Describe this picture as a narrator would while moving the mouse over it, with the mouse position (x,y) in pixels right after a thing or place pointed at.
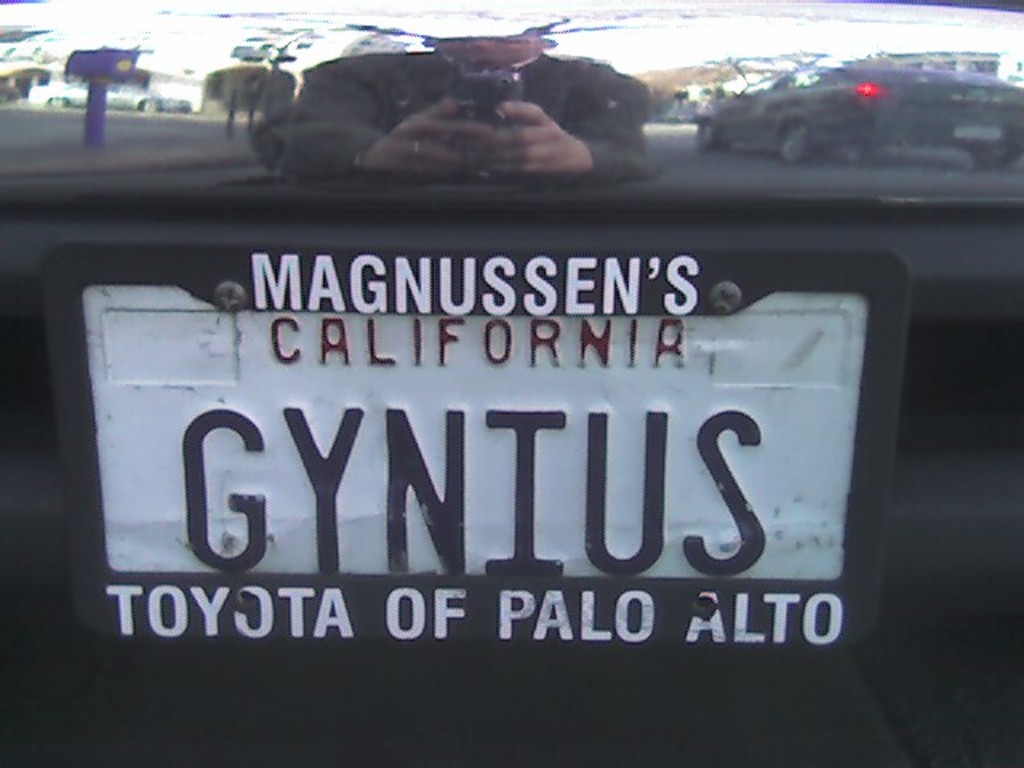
In this picture I can see the car number plate (578,498). In the car reflection (527,168) I can see the man (499,159) who is holding a mobile phone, road (883,184), vehicles (854,144), poles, street lights (282,59), trees (716,84), buildings (190,86) and other objects (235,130).
